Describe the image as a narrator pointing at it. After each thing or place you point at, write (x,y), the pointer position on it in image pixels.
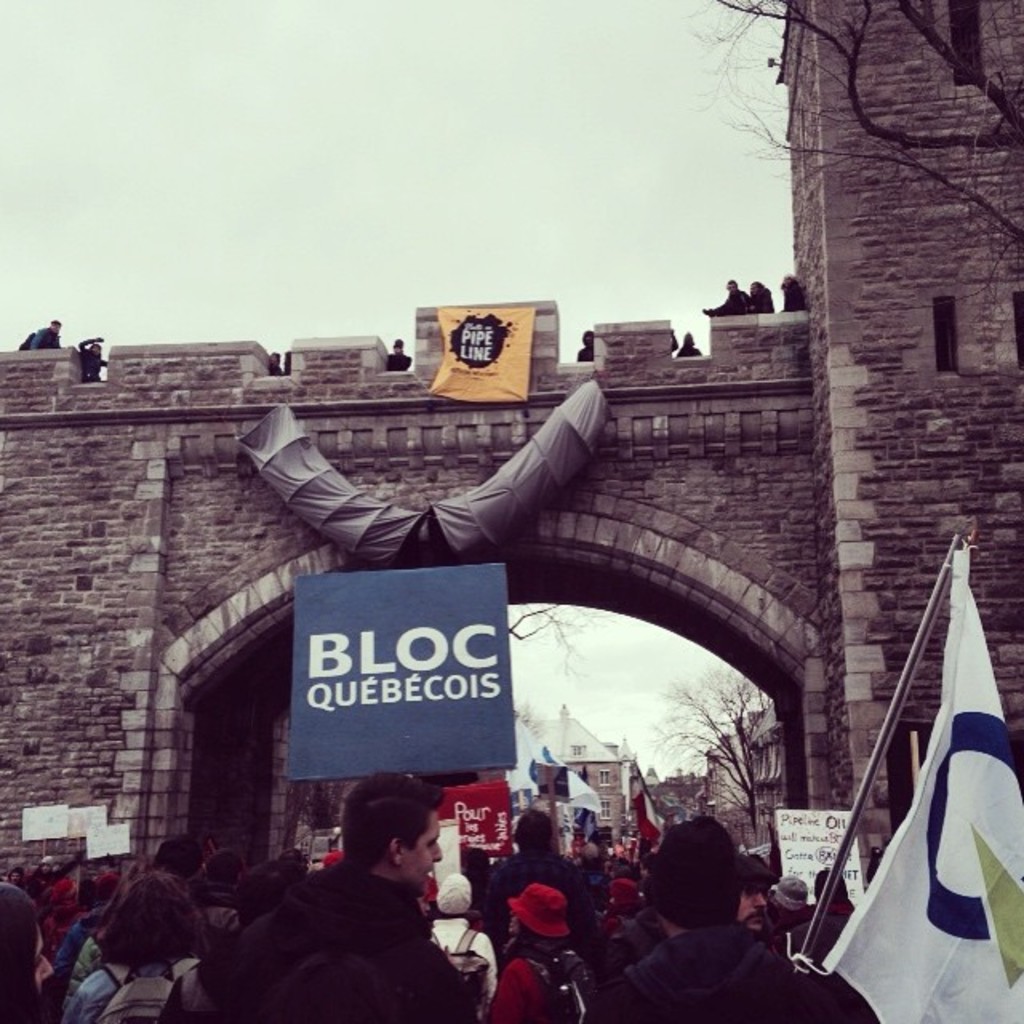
In the picture we can see many people (633,930) are standing in the street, some are holding the flags (953,631) and near it we can see a historical gateway (587,481) and a wall (20,438) beside it and behind it we can see some buildings (609,824), trees (704,775) and the sky (437,215).
